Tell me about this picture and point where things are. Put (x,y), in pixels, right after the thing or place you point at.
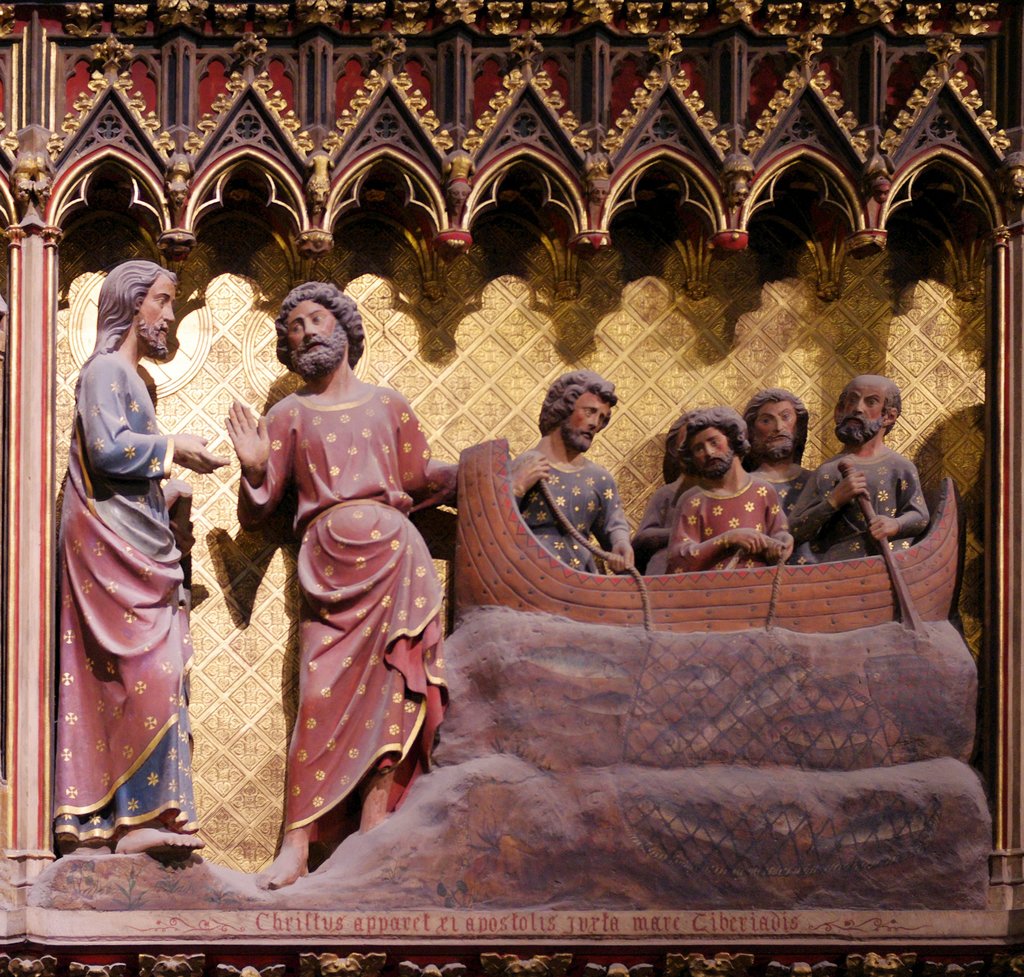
In this image I can see the sculpture (388,477) of two persons (298,507) standing and few persons (684,520) sitting in the boat (845,607) which is brown in color. I can see the gold colored surface (670,364) in the background (632,336).
